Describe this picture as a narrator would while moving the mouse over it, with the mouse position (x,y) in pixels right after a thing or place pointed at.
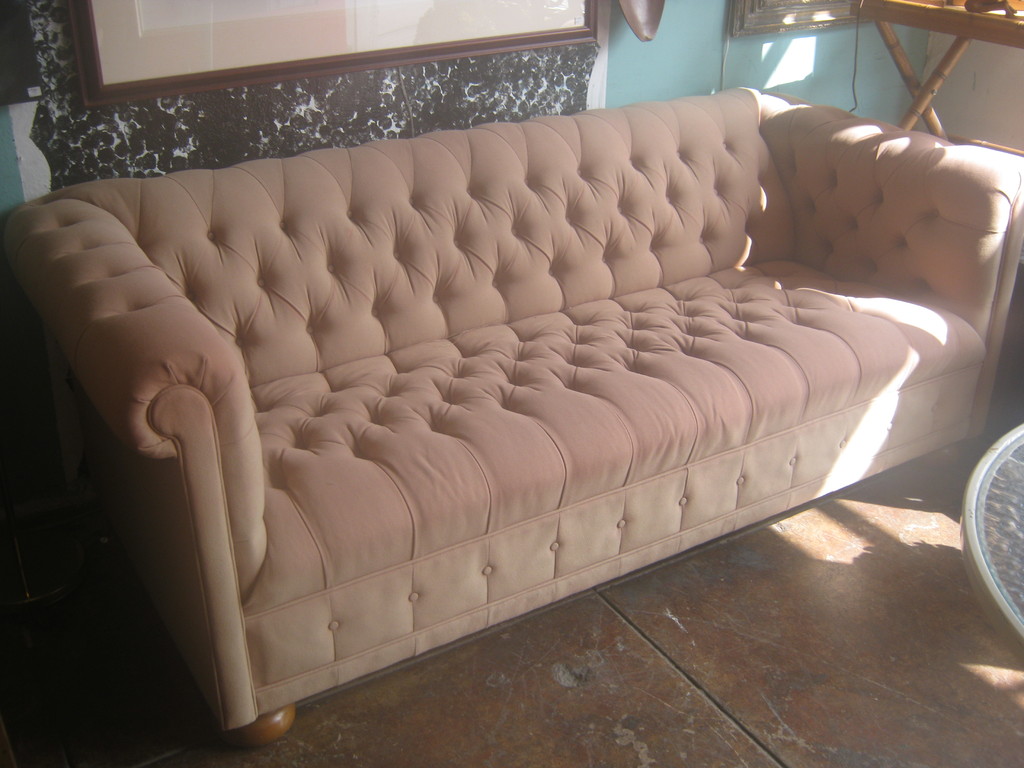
This is a picture taken in a room (663,432), in the room (588,426) there is a sofa (450,392). Background of this sofa (347,191) there is a wall (477,93). On right side of this sofa (670,207) there is a wooden table (963,38).
